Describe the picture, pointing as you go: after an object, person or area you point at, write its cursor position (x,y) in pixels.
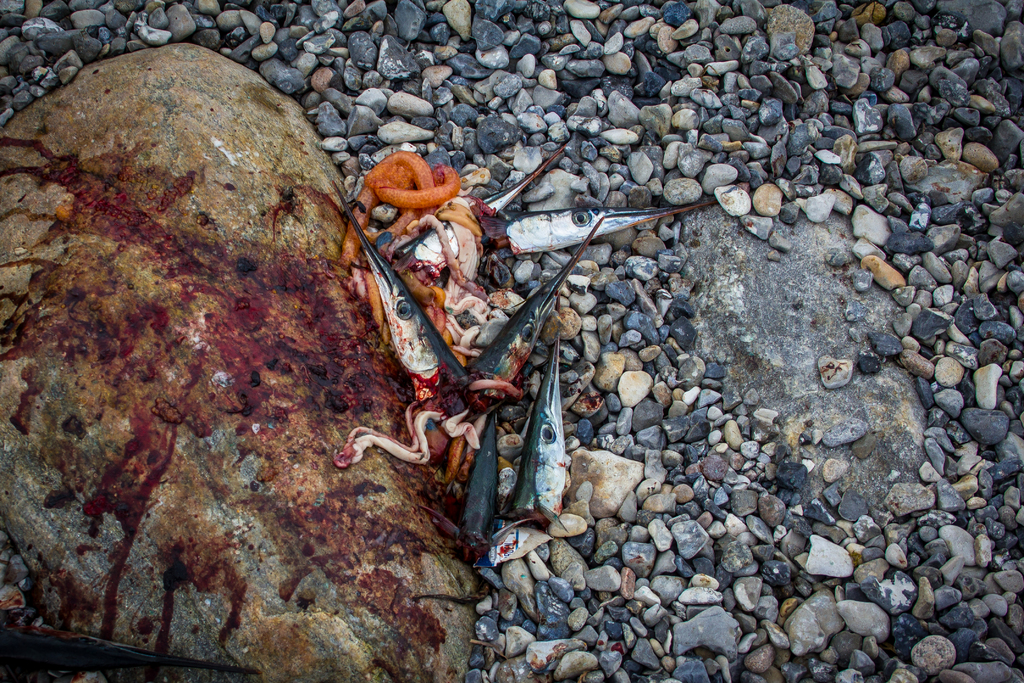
In this image we can see some waste parts (468,340) of the fish (489,412). We can also see some blood (387,539) on the rock (322,516) and some stones (567,615).
